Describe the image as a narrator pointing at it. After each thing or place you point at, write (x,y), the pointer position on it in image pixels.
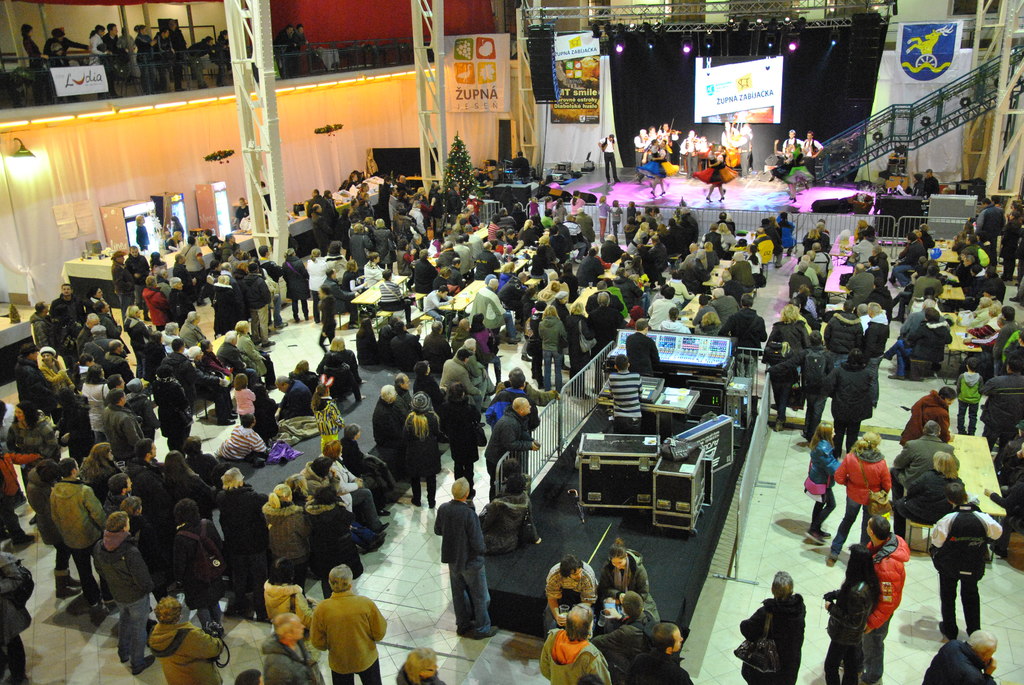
This picture describes about group of people (526,387), few are standing, few are sitting and few people (645,135) playing musical instruments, in the background (590,42) we can see hoardings (561,95). few lights (792,33) and metal rods (954,90), on the left side of the image (193,166) we can see curtains (106,188).
